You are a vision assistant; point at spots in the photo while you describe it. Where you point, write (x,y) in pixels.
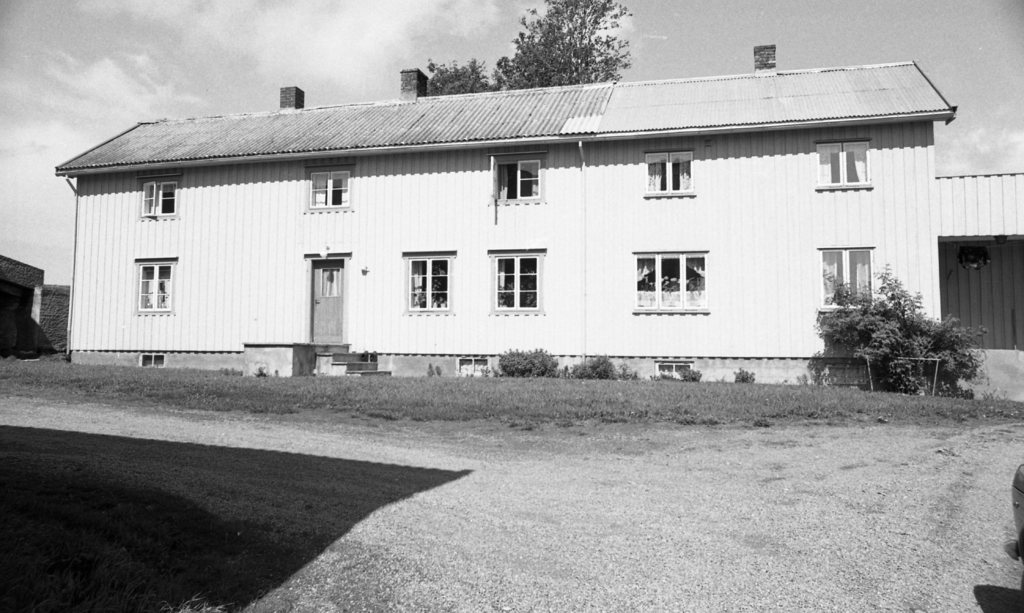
In this picture I can observe a building (583,208). There are some plants (605,362) on the land (702,383). In the background (474,66) I can observe trees (478,61) and a sky (140,66) with some clouds (129,80). This is a black and white image.
